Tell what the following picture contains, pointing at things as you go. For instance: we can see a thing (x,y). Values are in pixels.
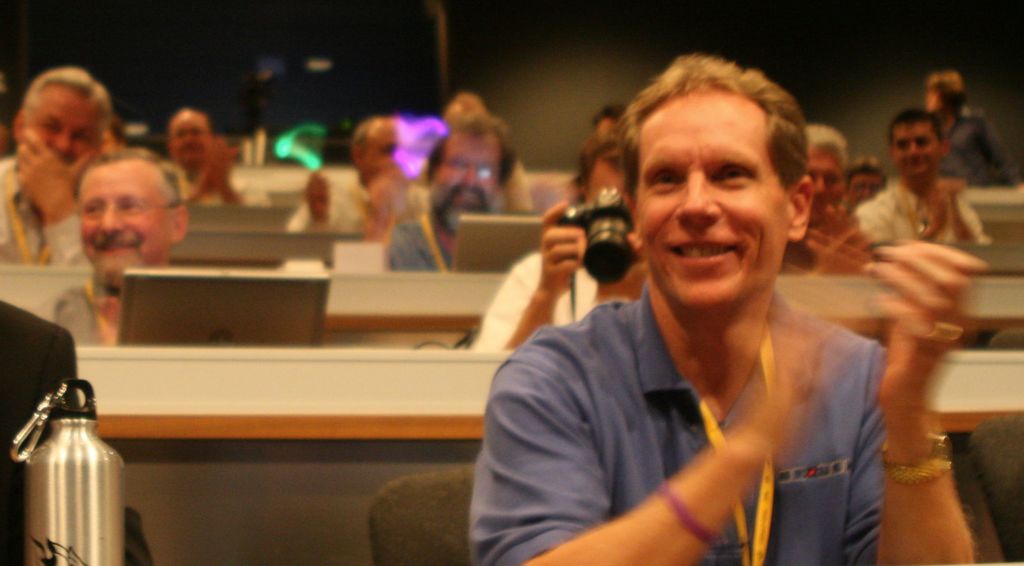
In the picture we can see some people (757,427) are sitting on the chairs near the desks (155,424) and on the desks (279,501) we can see some laptops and some people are holding a camera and they are wearing a tag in their necks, and in the background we can see a wall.
